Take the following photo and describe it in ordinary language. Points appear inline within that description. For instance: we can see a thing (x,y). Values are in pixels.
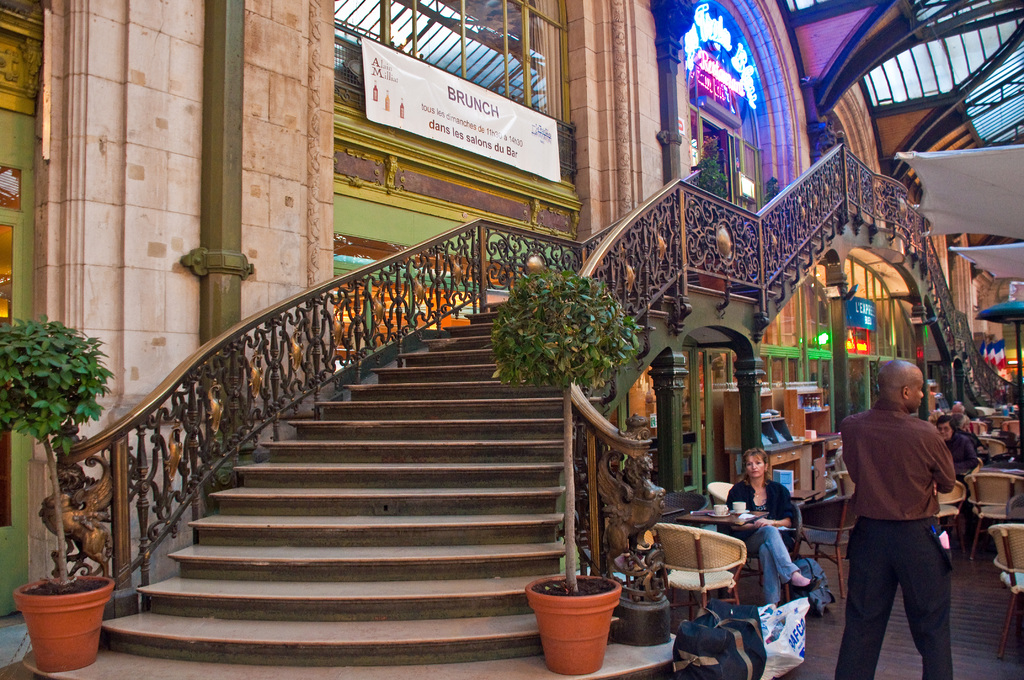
In this picture we can see a man (860,460) is standing on the floor (833,551) and in front of the man (859,466) there are groups of people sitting on chairs (825,510) and tables (742,523) and on the table (725,520) there are cups (719,508). On the left side of the people (765,498) there is a staircase (402,448), house plants (591,648) and a wall (308,32) with a banner (419,88).
